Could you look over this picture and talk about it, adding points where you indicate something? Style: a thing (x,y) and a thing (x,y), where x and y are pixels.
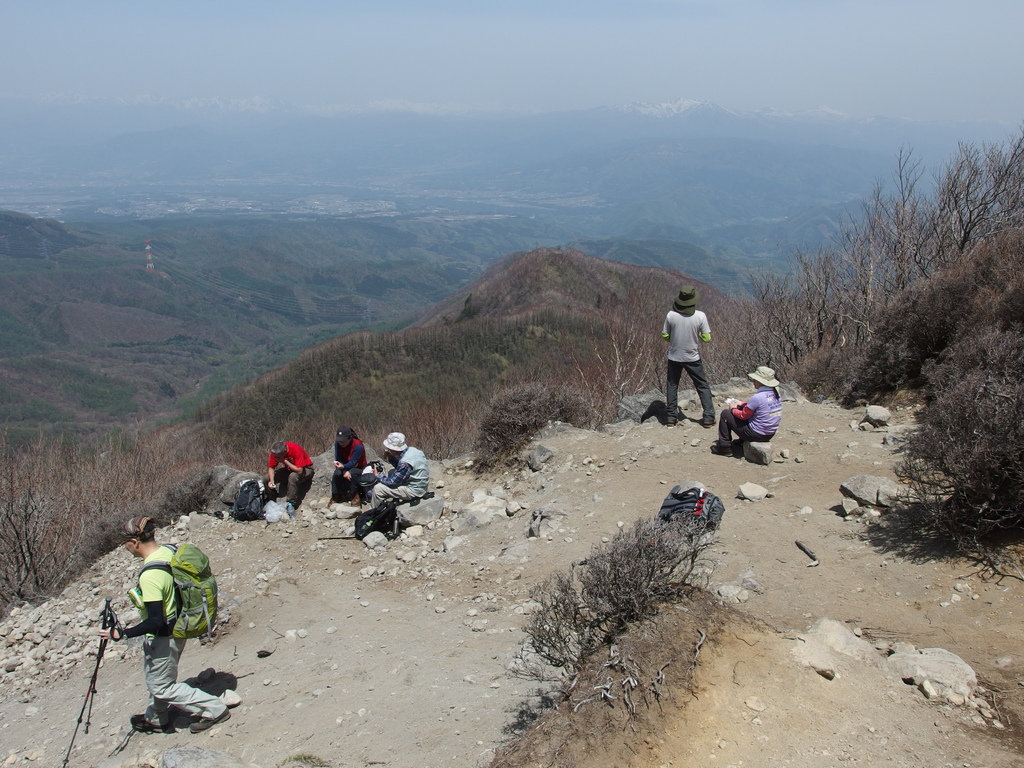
In the image in the center, two persons (186,677) were standing and few people (375,492) were sitting and holding some objects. And we can see backpacks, stones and trees (838,297). In the background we can see the sky (530,30), clouds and hills (20,233).
